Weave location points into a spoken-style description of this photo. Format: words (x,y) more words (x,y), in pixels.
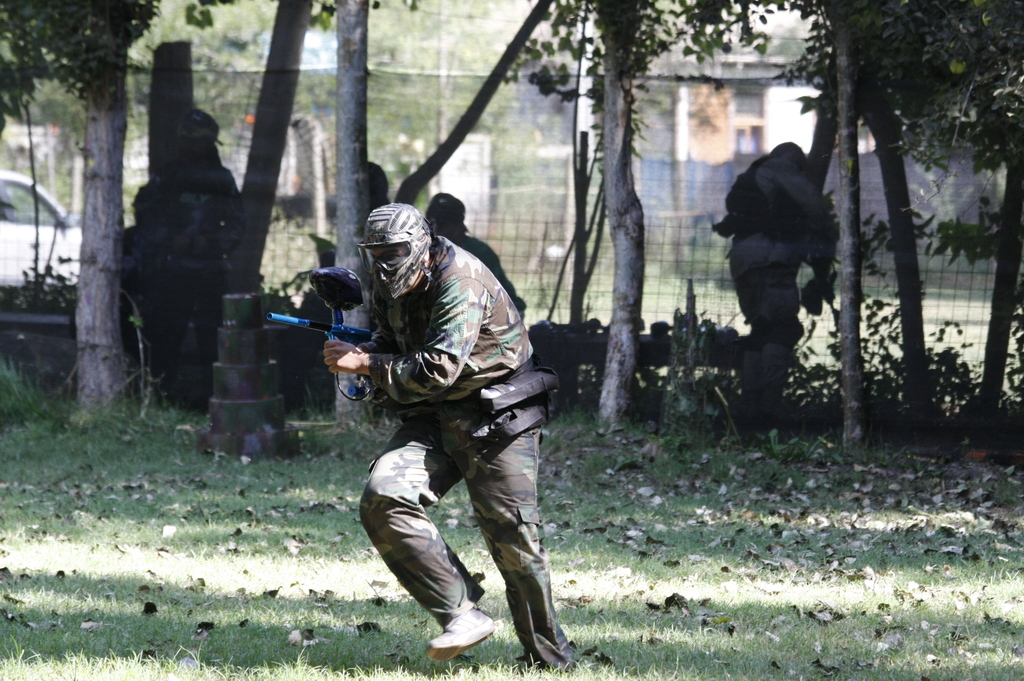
In this image in the front (515,666) there's grass (515,666) on the ground (474,656) and there is a person (422,431) running and holding an object (310,321) in his hand (335,361). In the center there are dry leaves (302,542) on the ground (340,498). In the background (156,196) there are trees (347,249), persons (449,234), there is a car (63,256) and there are objects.
